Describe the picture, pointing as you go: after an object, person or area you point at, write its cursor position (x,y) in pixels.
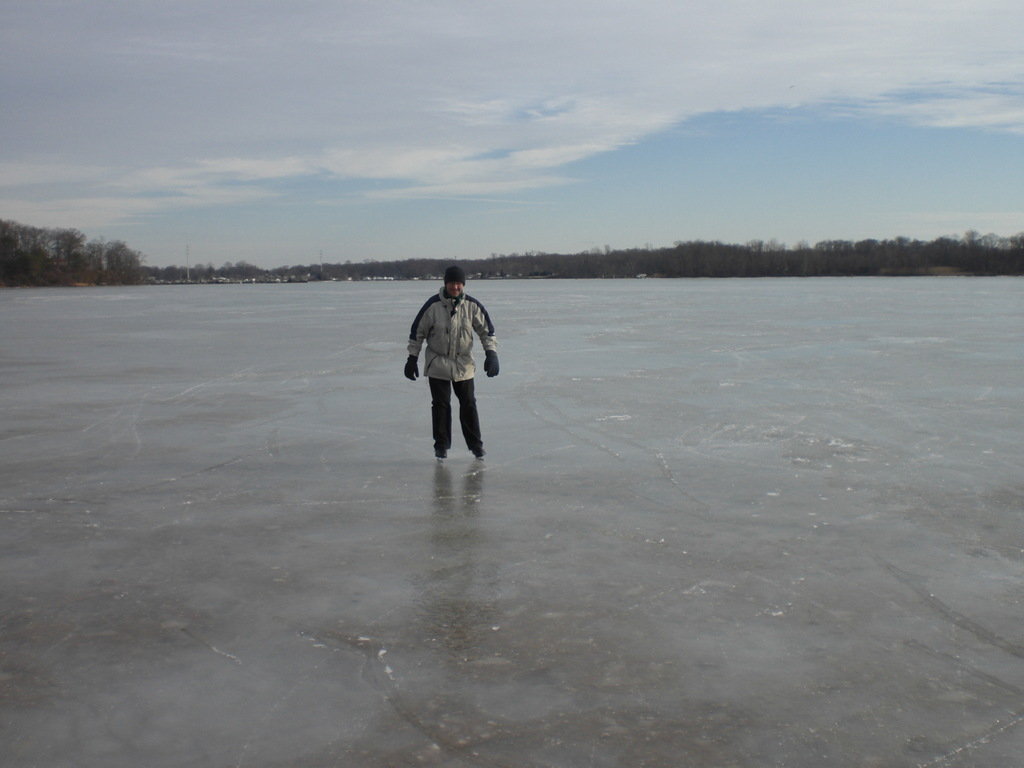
In the middle (479,415) a man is there, he wore a coat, trouser (448,386) and cap (451,275). In the left side (85,251) there are bare trees (93,271). At the top (521,116) it's a cloudy sky (523,156).
